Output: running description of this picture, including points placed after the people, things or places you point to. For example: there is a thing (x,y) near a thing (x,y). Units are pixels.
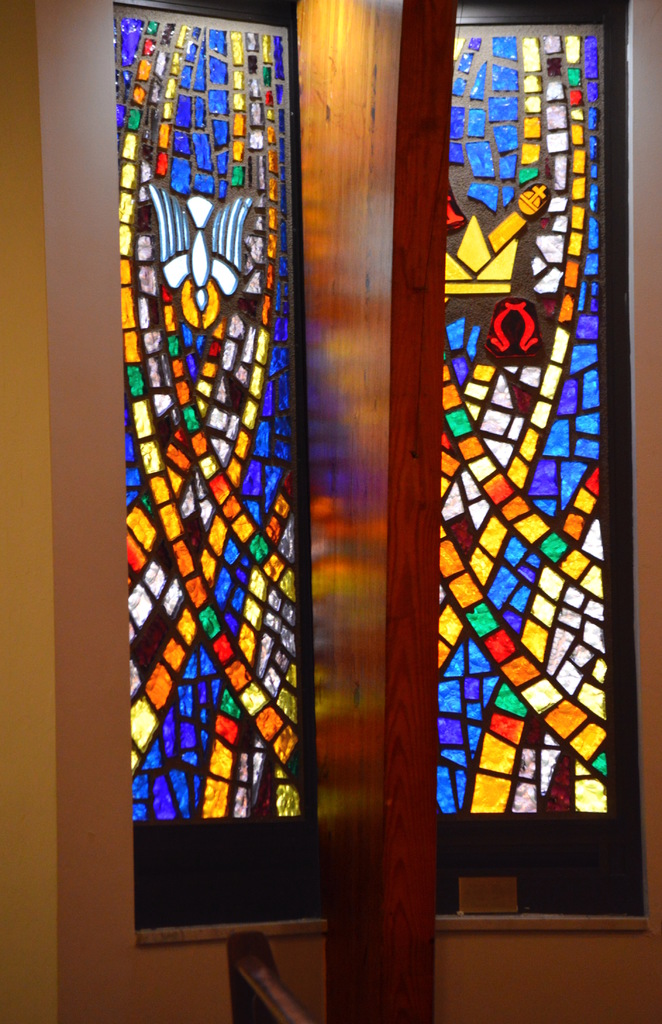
In this image there are stained glass windows (278,532) in the background (467,560). In the front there is a wall (509,979) and in the center of the windows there is a wooden partition (402,213).
